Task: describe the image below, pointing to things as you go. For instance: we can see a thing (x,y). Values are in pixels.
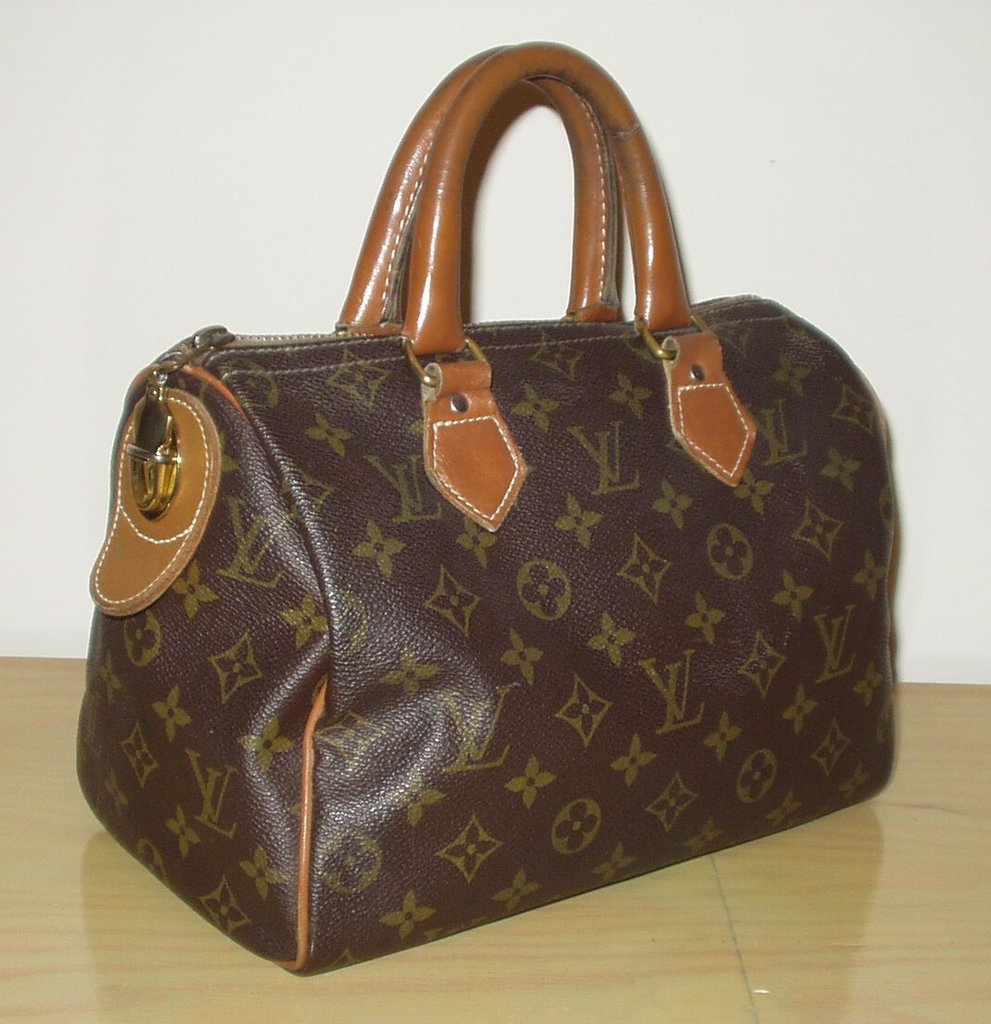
This picture shows a woman's handbag (98,595) on the table (532,917).
